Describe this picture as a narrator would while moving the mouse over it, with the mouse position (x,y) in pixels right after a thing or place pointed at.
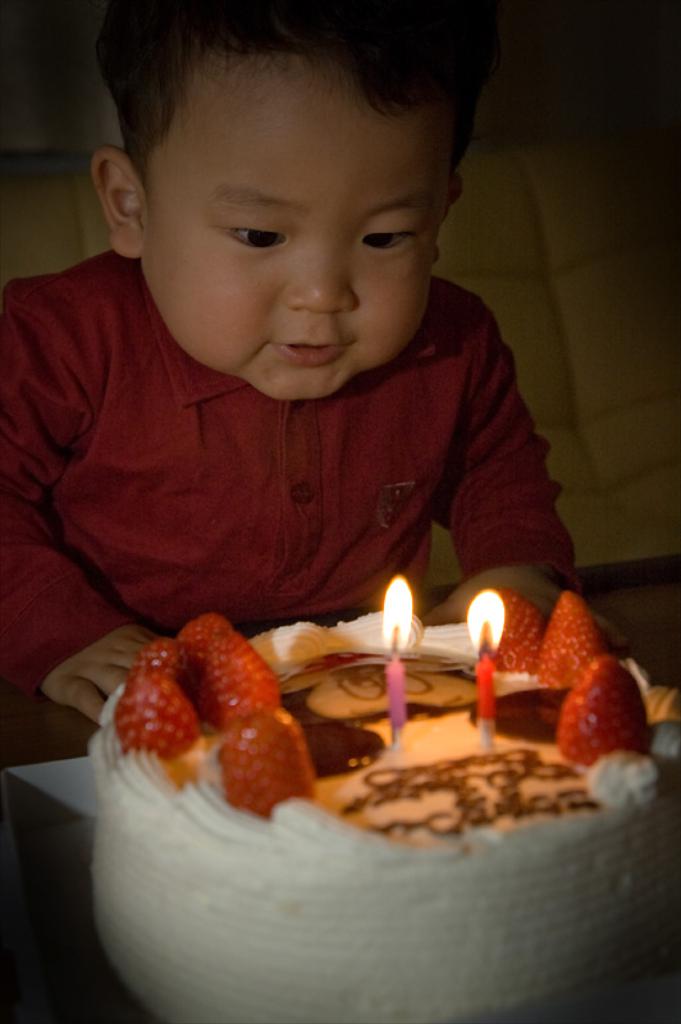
In this image I can see a cake (180,766) with strawberries (234,691) and candles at the bottom of the image (448,691). I can see a kid (187,556) at the top of the image (441,341) is watching the cake (455,777).
